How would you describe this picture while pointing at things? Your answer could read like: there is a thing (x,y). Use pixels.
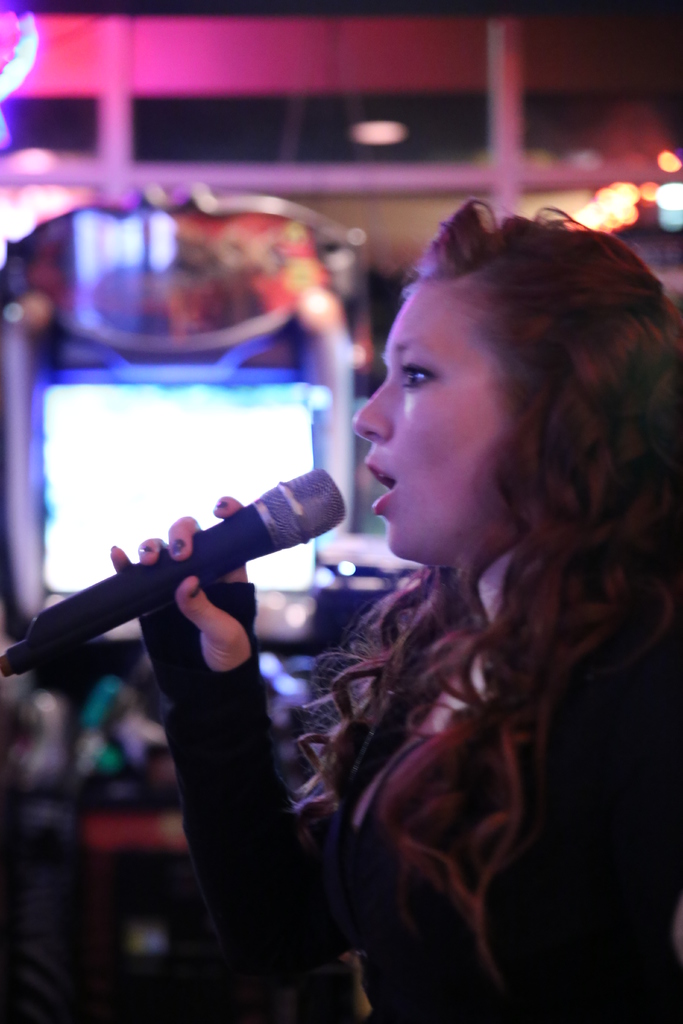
In this picture there is a woman (490,497) standing and holding the microphone (280,542) and she might be singing. At the back (128,524) it looks like a screen (297,454) and the image is blurry.
